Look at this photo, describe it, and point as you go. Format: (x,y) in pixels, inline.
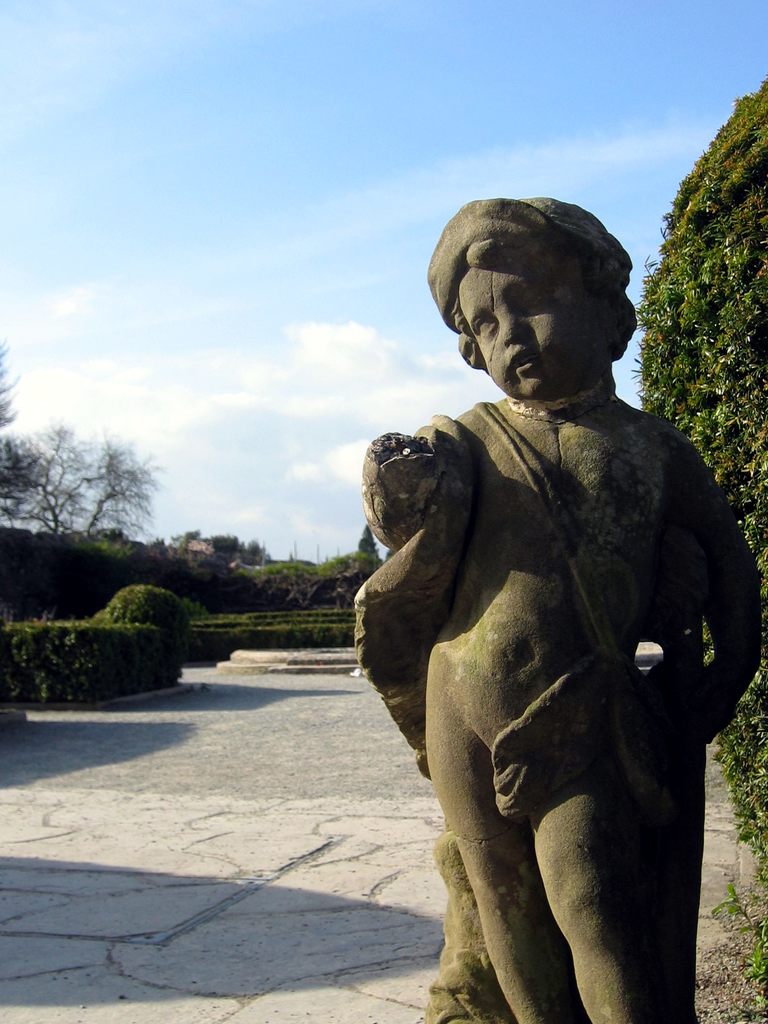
As we can see in the image in the front (557,464) there is a statue (519,435). There are bushes (153,621), trees (737,410) and sky (384,160).
